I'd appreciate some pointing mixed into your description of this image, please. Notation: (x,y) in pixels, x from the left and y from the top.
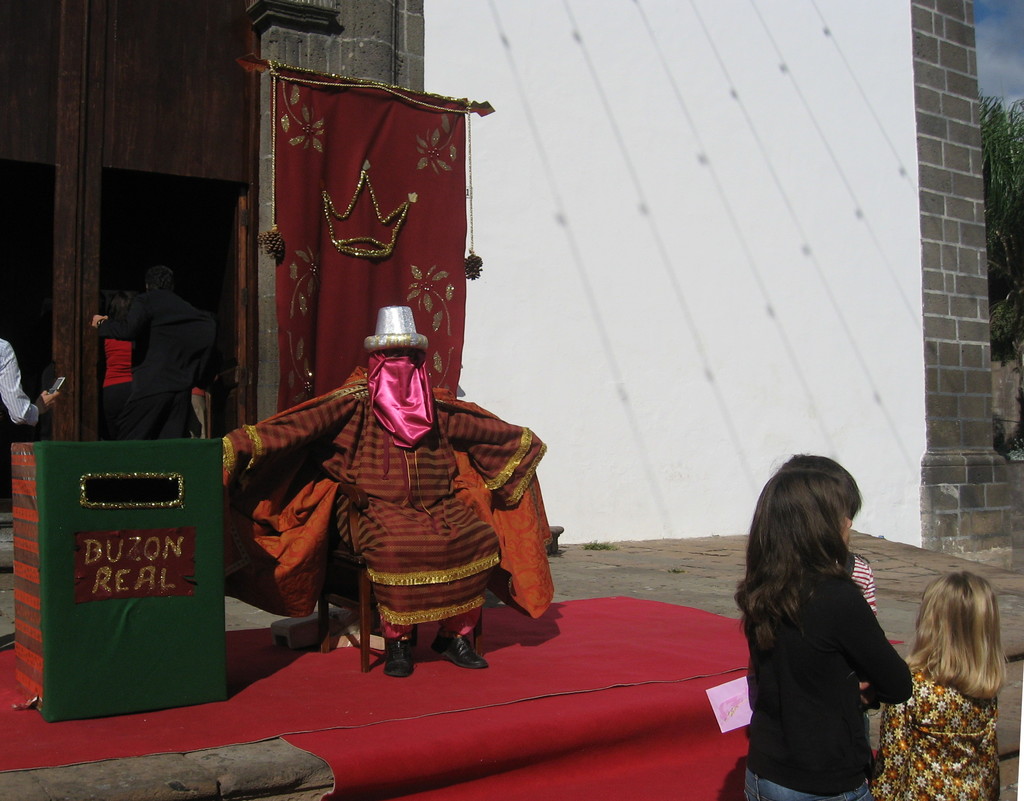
In this image we can see a person (398,441) wearing costume (412,460) and hat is sitting on a chair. To the left side of the image (156,581) we can see a podium (156,616). In the foreground (816,680) we can see a group of people (836,654) standing on the ground (603,651). In the background (108,343), we can see people (4,379) standing. One person (12,394) is holding mobile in his hand (54,400), a building (511,242), tree (1017,152), a cloth (377,115) and the sky (1001,59).
